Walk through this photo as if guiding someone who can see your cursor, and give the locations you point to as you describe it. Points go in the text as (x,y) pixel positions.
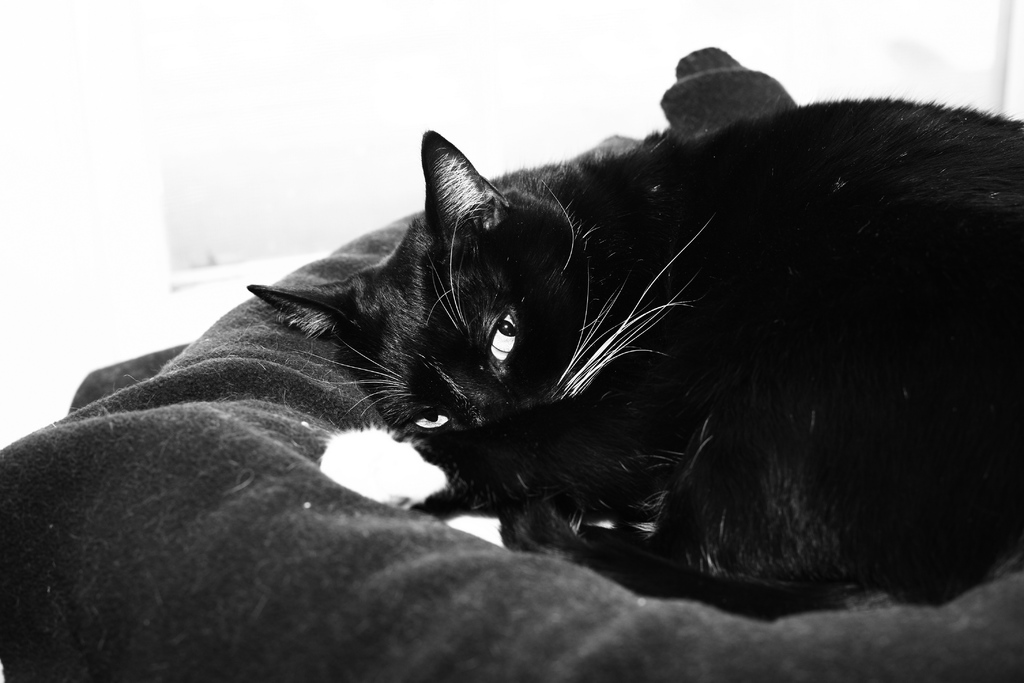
In this image I can see an animal (426,413) on the cloth (217,514). I can see this is a black and white image.
